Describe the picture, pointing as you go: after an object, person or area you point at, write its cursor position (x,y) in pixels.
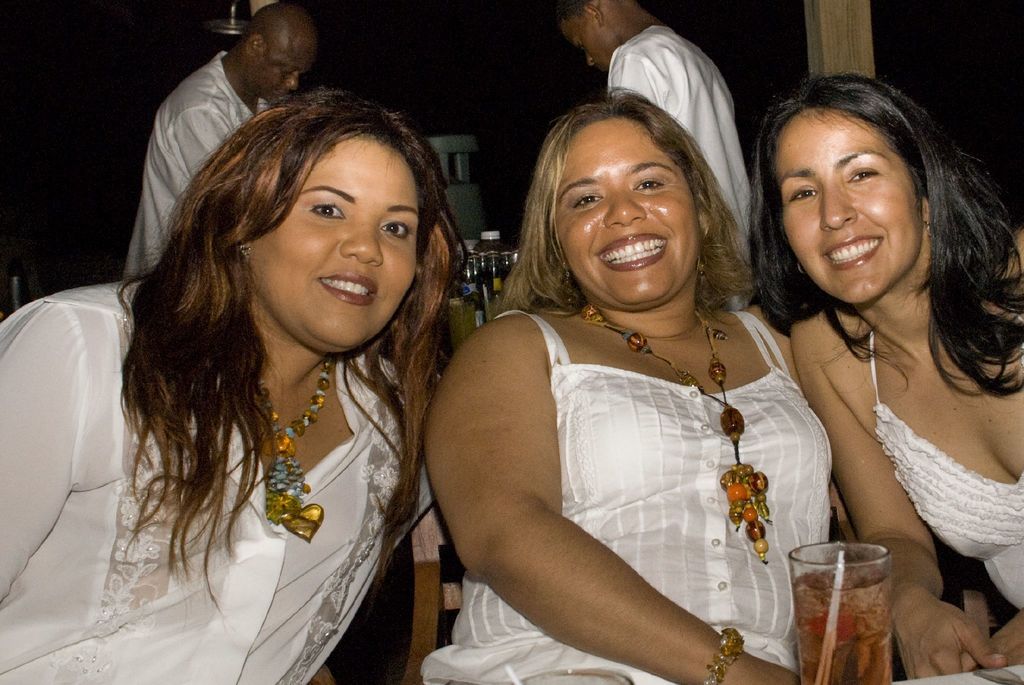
In the image there are three ladies (286,484) sitting and there is a glass (841,616) with a straw (823,653) and liquid (824,638) in it. Behind the ladies (349,342) there are two men (714,125) standing and also there are bottles (481,305). There is a wooden pole (834,41). And there is a black background (20,86).
